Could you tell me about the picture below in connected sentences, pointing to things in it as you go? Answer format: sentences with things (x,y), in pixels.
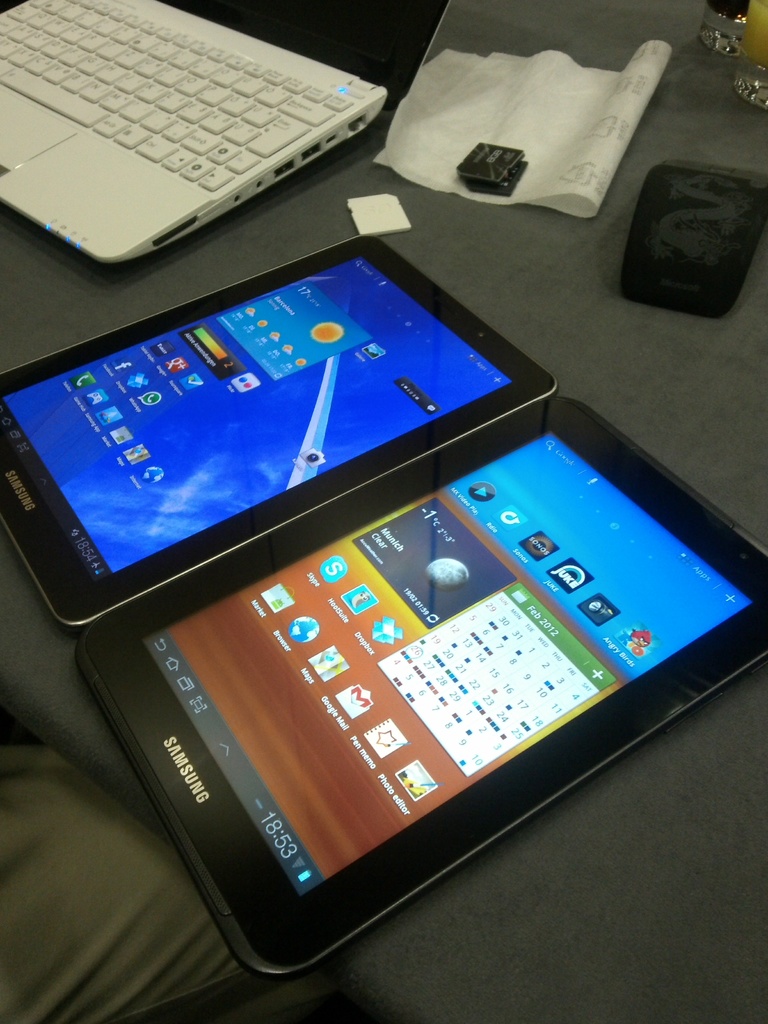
In this picture we can see the tablets (436,322), laptop (319,134), glasses of drinks (749,51) and some items (473,172) are placed on the top of the table (464,222) and we can see the icons (161,396), text (307,667) and numbers (273,826) on the displays (417,625) of the tablets (381,612). In the left corner (96,791) we can see a person like thing (105,920).
